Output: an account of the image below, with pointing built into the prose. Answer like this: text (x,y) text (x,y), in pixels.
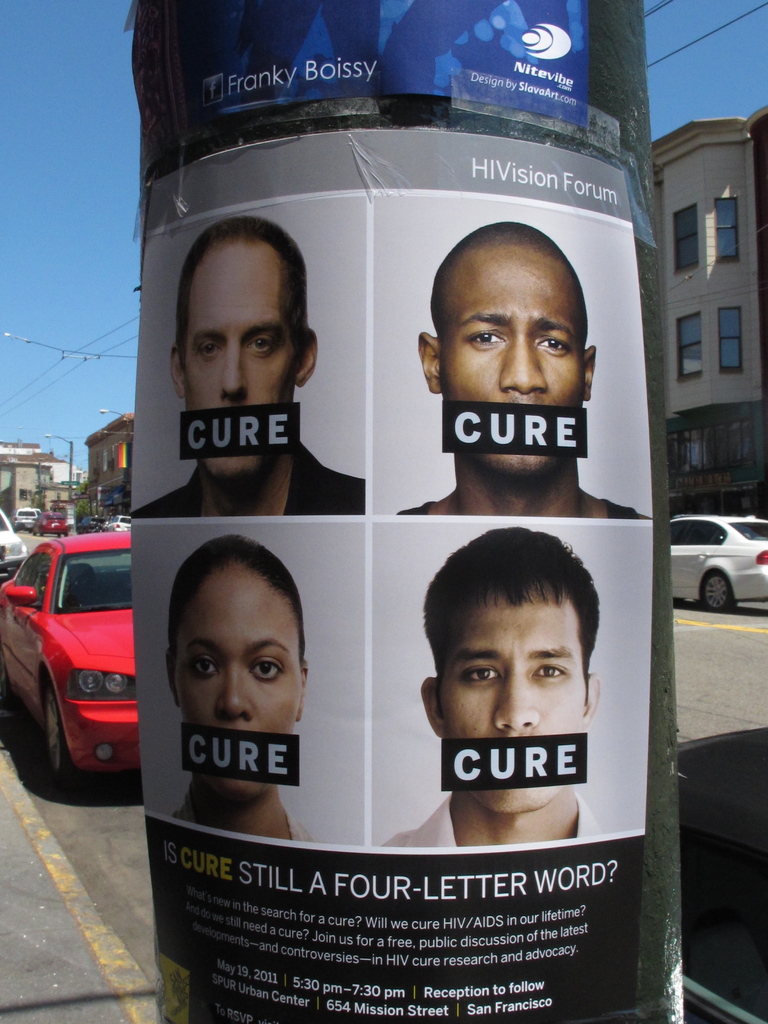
In this picture, it looks like a pole (600,45) and on the pole (603,17) there are posters (384,347). Behind the pole (465,131) there are some vehicles (86,545) are on the road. Behind the vehicles (48,527) there are buildings (102,447), electrical poles (71,450), lights (112,412), cables (69,360) and the sky (27,201).
